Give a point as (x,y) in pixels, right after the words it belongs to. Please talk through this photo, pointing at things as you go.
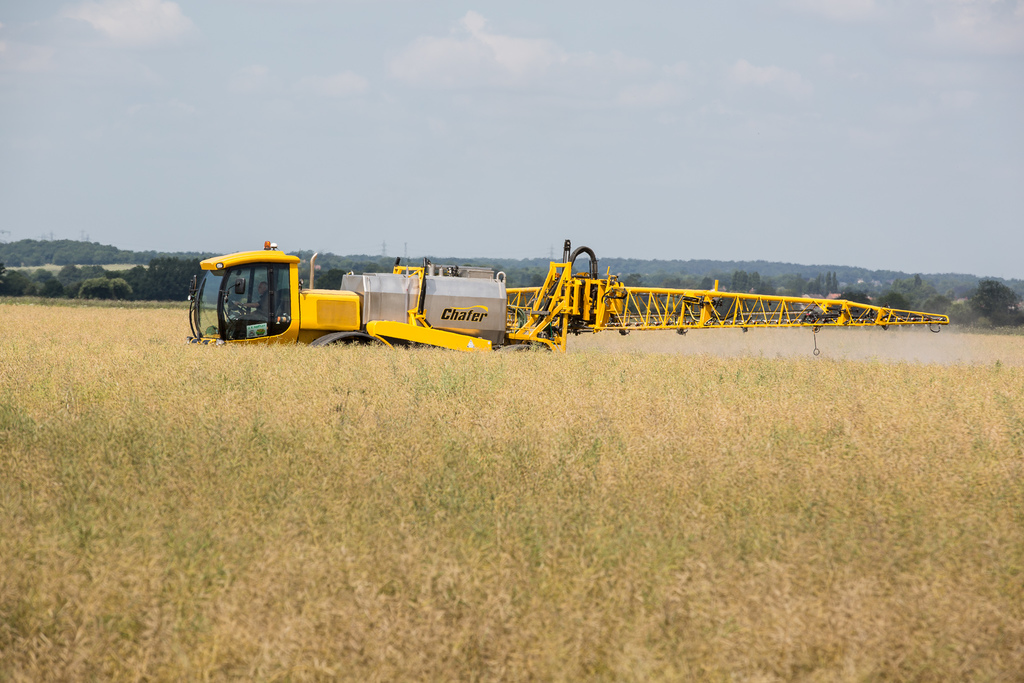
In this image we can see a chafer machinery (442,304). Also there are plants (259,357). In the background (67,259) there are trees (660,273). And there is sky (668,166) with clouds (495,74).
